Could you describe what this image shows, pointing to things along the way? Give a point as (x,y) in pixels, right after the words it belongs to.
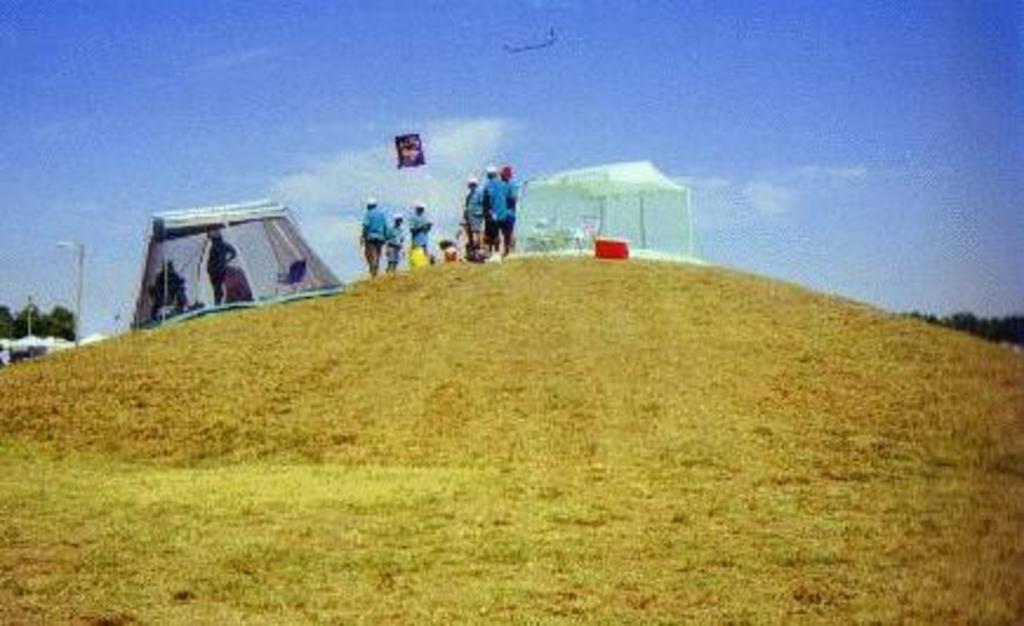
In the image we can see there are many people (369,227) standing, wearing clothes (496,233) and cap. This is a grass (371,340), light pole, tree (60,311), tent (541,209), box (616,248) and a cloudy sky (726,142).
